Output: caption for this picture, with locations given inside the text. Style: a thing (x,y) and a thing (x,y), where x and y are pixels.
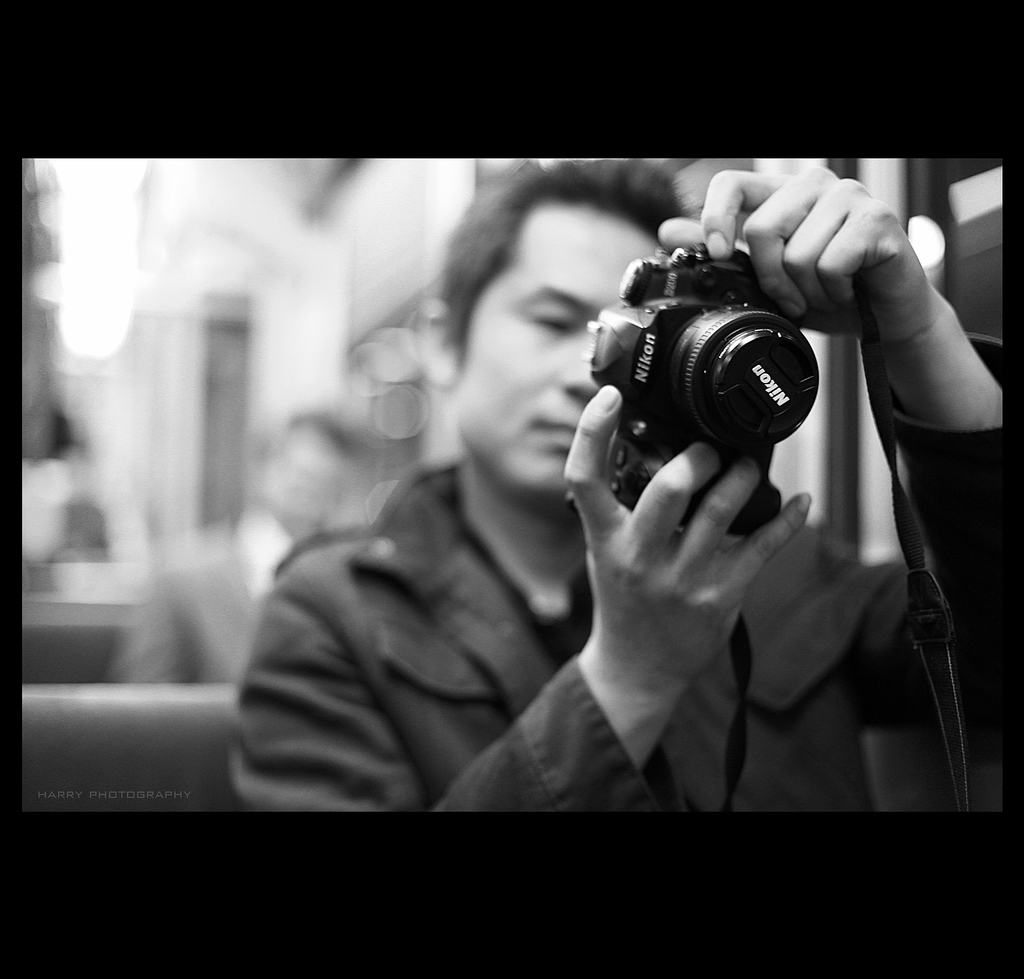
There is a man (551,634) holding camera (695,381).
